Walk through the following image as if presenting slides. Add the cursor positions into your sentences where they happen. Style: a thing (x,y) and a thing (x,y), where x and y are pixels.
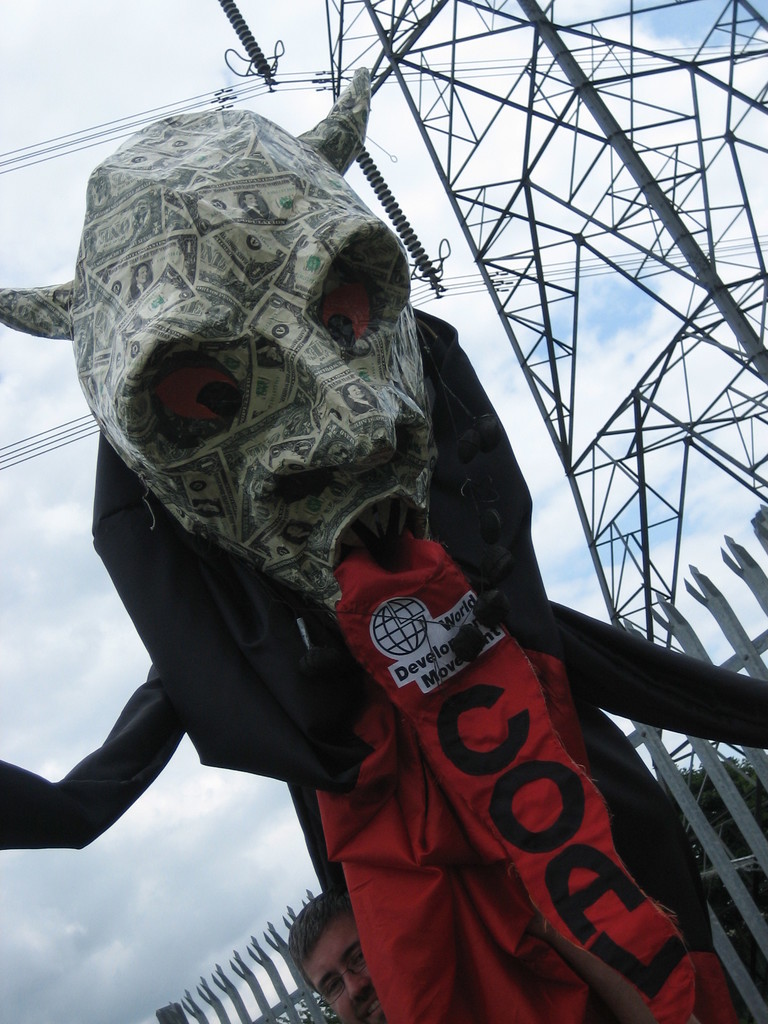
In the middle of this image (334,535), there is a statue (307,513). Beside this statue (380,893), there is a person (331,971) smiling. In the background (691,630), there is a fence (743,642), a tower (543,123) having transmission lines (277,83) and there are clouds (59,675) in the blue sky (723,20).
